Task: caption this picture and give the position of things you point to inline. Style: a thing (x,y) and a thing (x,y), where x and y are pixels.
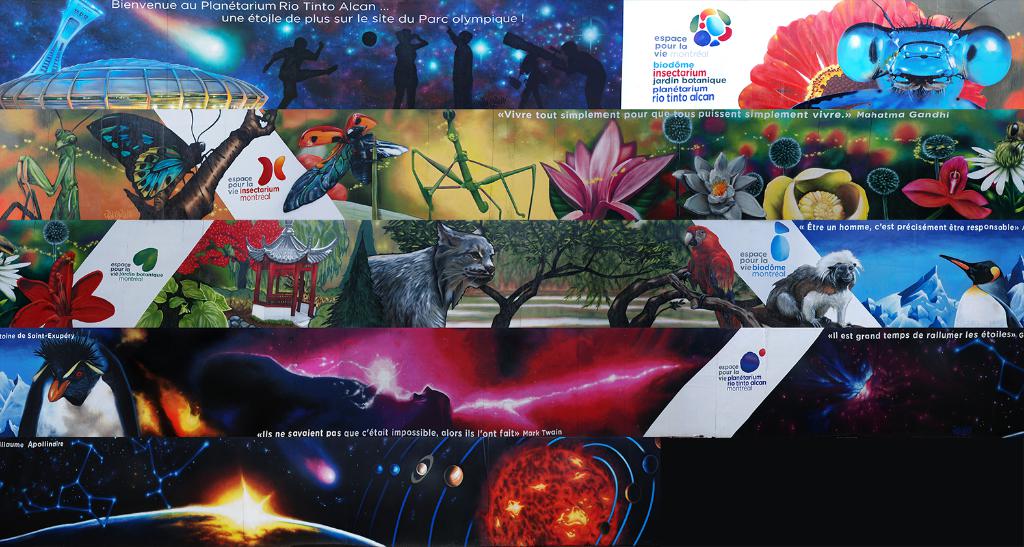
In the first image there are few people (289,78) with telescope (536,52) and also there is a comet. In the second image there are butterflies (148,158), grasshoppers (463,158), flowers (569,185) and a few other items (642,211). In the third image there are parrots (698,273), monkeys (819,291), penguins (79,373) and a few other animals (404,284). In the fourth image there is a pink color light (432,370). And in the fifth image there is a solar system (450,483) in the space (85,473) and also there are zodiac signs (85,473) in it.
